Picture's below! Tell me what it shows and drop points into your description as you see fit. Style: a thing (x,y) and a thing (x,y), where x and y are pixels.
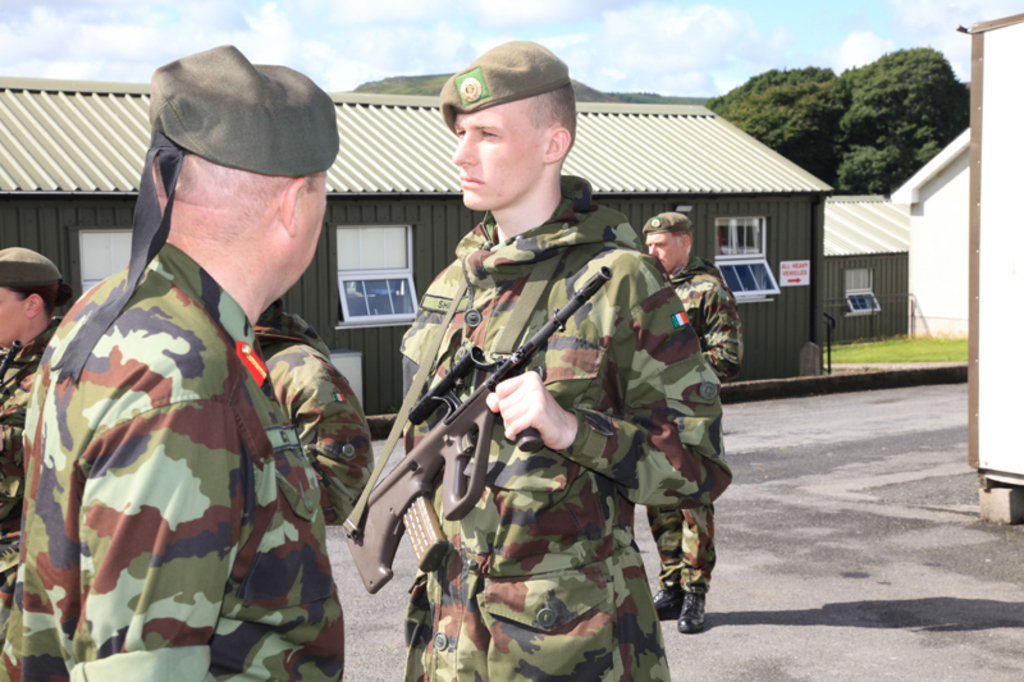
In this image we can see some soldiers (334,388) holding weapons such as guns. In the background (716,223), we can see the sheds (670,211). We can see the grass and surrounding trees (818,130). At the top (644,55) we can see the clouds (686,44) in the sky (496,42).
